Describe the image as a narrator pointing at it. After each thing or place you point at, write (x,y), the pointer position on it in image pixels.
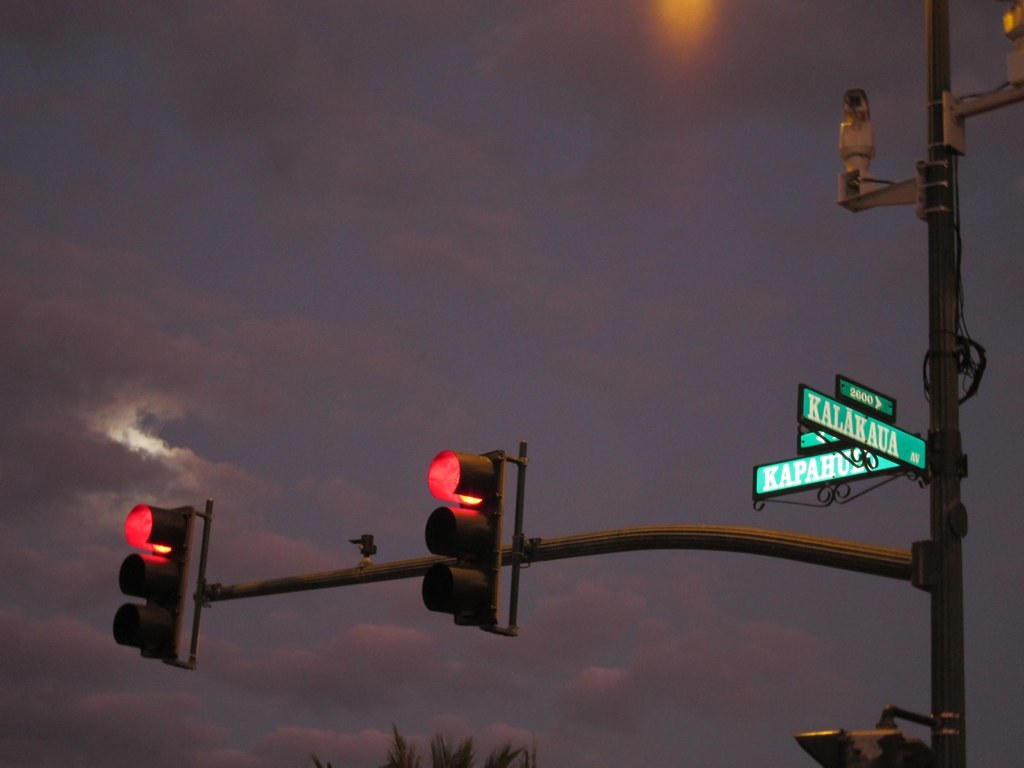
In this image there is one pole (933,408), boards (804,461), traffic signals (465,538) and camera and some wires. At the bottom of the image (452,756) there is tree (439,754), and at the top (559,130) there is sky (344,216).
